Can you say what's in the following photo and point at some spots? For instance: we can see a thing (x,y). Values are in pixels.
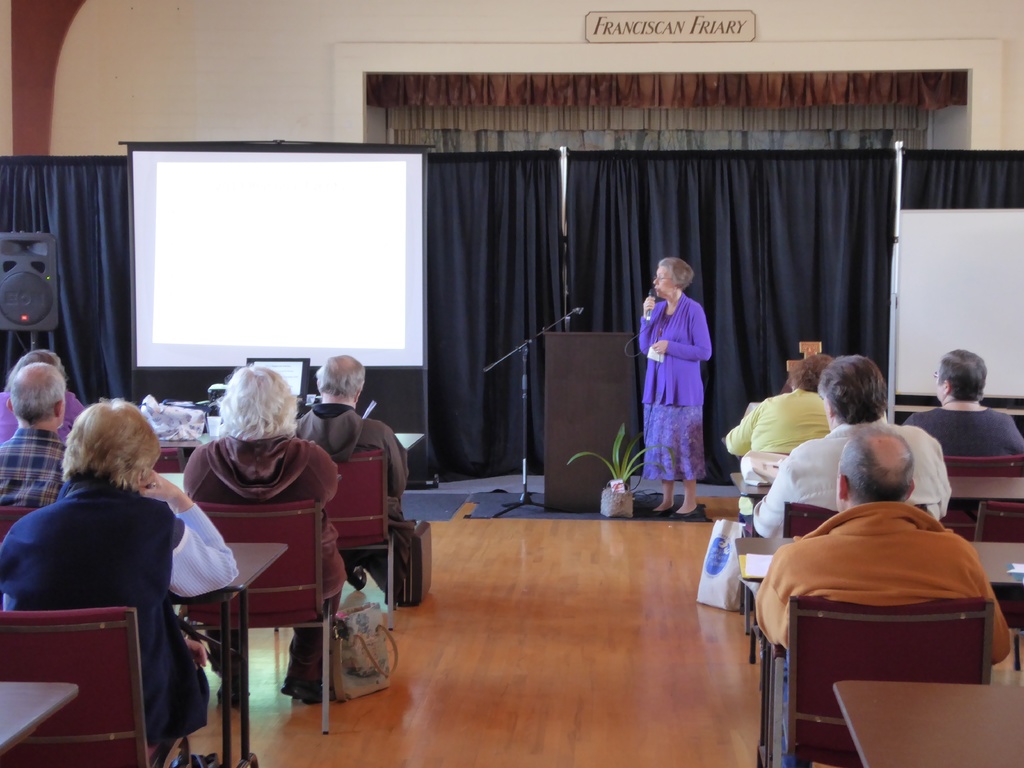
This picture describes about group of people (213,469) who are all seated on the chairs (96,647) except one woman (658,340) standing in front of them and seeing a projector screen (329,224) besides of projector screen (178,233) there is a speaker (18,299) and we can see a black sheets (112,241), podium (596,356) and a plant (612,469).
